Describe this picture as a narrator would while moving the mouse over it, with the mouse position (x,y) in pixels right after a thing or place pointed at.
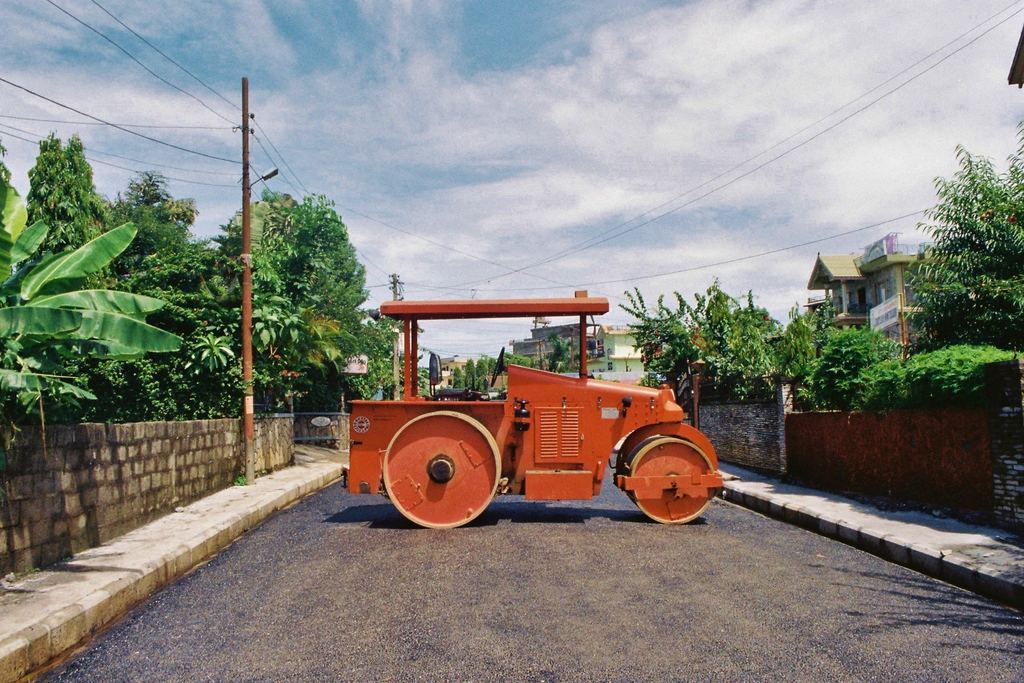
In the center of the image (498,416), we can see a vehicle (469,489) on the road (500,523) and in the background (295,256), there are trees (212,253), poles (901,305) along with wires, buildings (897,339), fences (778,401) and we can see some boards (891,313). At the top (453,117), there are clouds (542,92) in the sky (514,92).
